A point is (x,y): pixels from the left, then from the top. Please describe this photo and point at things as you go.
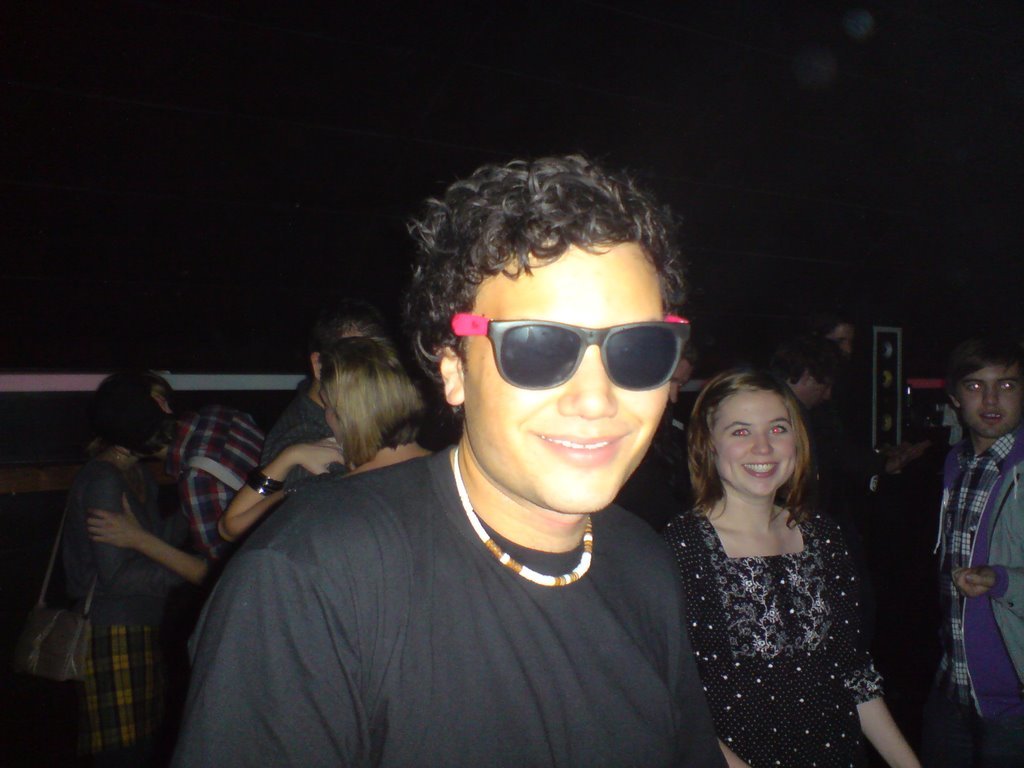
In this picture, I see a man (648,421) wore sunglasses (614,376). On the right (760,557) we see a woman (765,749) and on the back (329,410), I see few people (801,389) standing.
